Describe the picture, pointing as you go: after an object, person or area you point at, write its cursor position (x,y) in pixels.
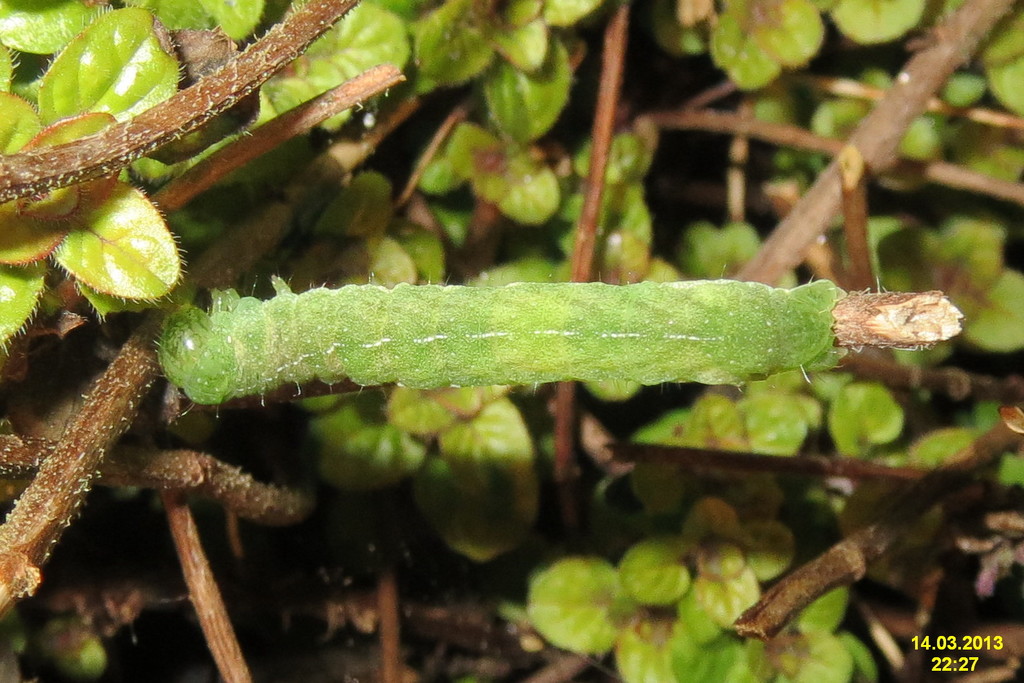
In this image we can see one green insect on the stem (147,384), some numbers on the right side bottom corner of the image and some plants (91,77) with stems (62,156) in the background (827,642).
